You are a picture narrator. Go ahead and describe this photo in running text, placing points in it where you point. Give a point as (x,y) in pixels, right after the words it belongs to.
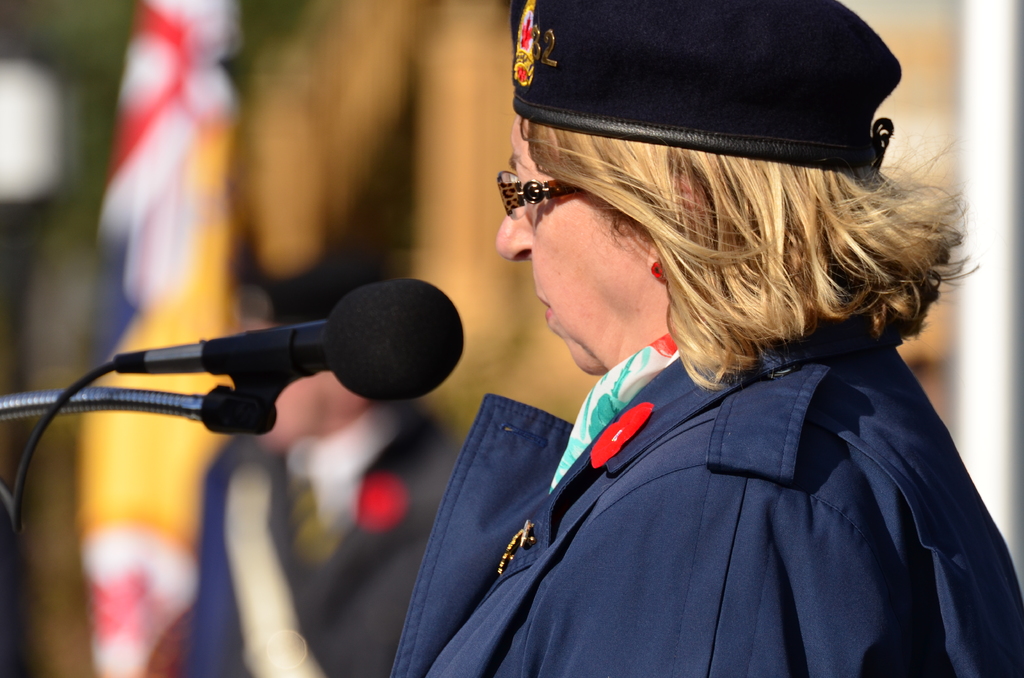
In this image we can see a woman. We can also see a mic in front of her. On the backside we can see the flag (185,380) and a man (316,316) standing.
